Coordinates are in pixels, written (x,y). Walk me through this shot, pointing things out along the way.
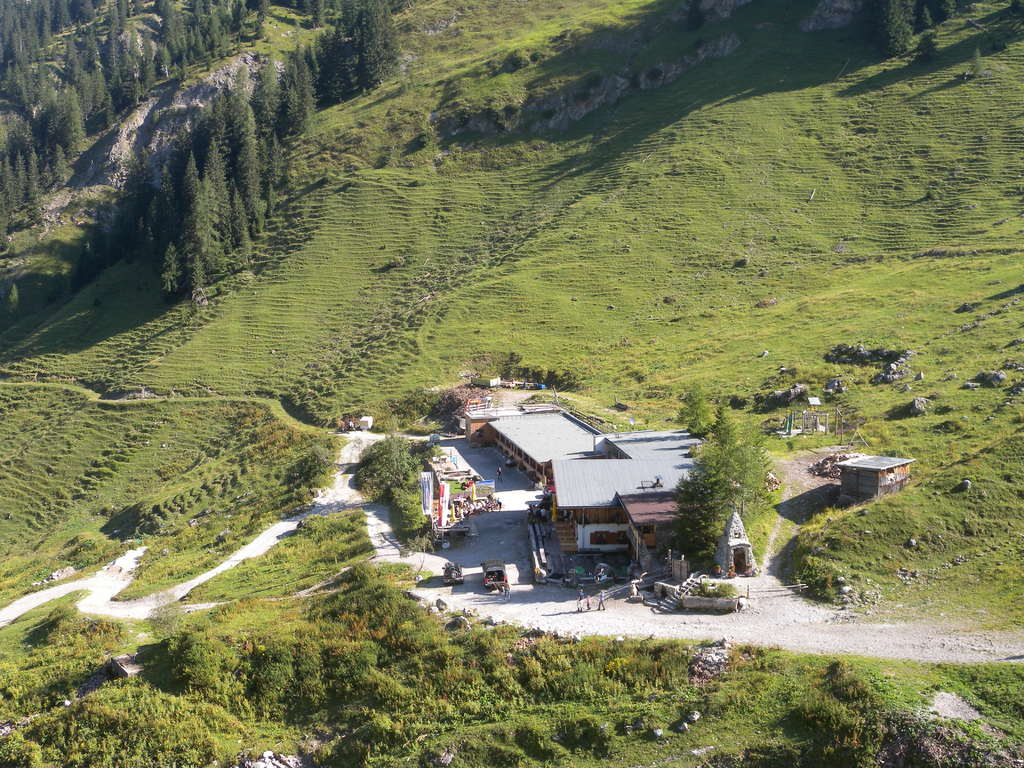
In this picture we can observe houses (548,455) here. There are some trees (696,497). We can observe some grass (262,239) on the land (300,153) in this picture.
